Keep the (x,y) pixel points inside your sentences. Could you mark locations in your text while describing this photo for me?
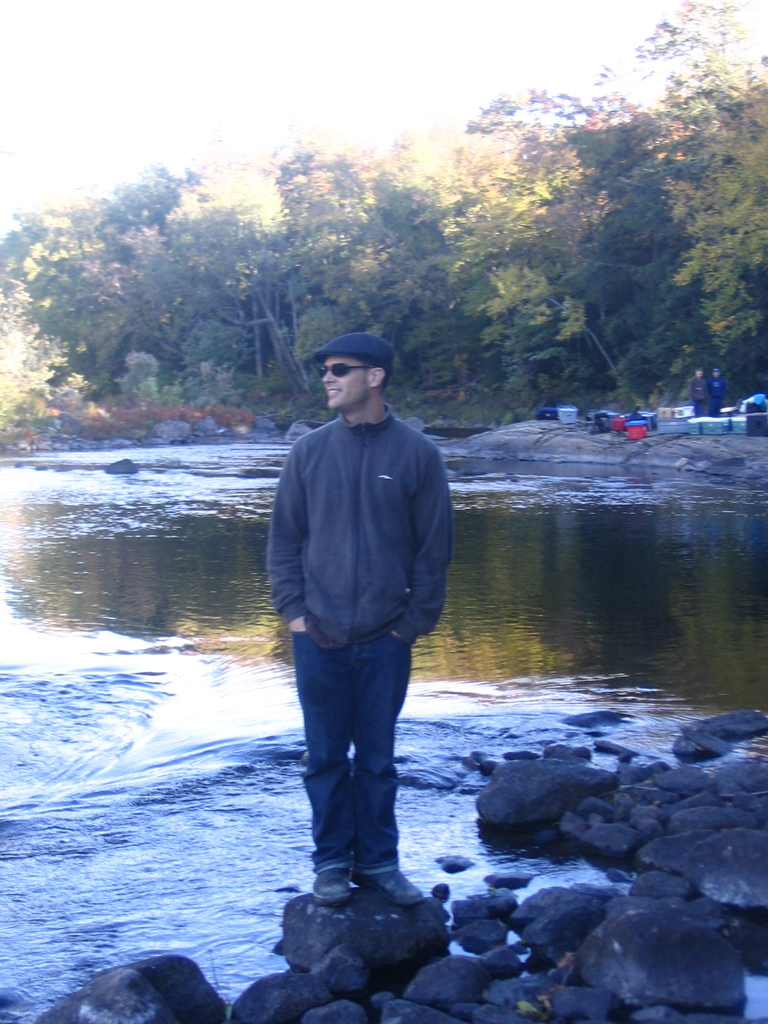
In this picture I can observe a man (331,658) standing on the stone (353,929) in the middle of the picture (374,502). In the bottom of the picture (500,987) I can observe stones (478,966). Behind him I can observe water (231,631). In the background (596,345) there are trees (378,327).
